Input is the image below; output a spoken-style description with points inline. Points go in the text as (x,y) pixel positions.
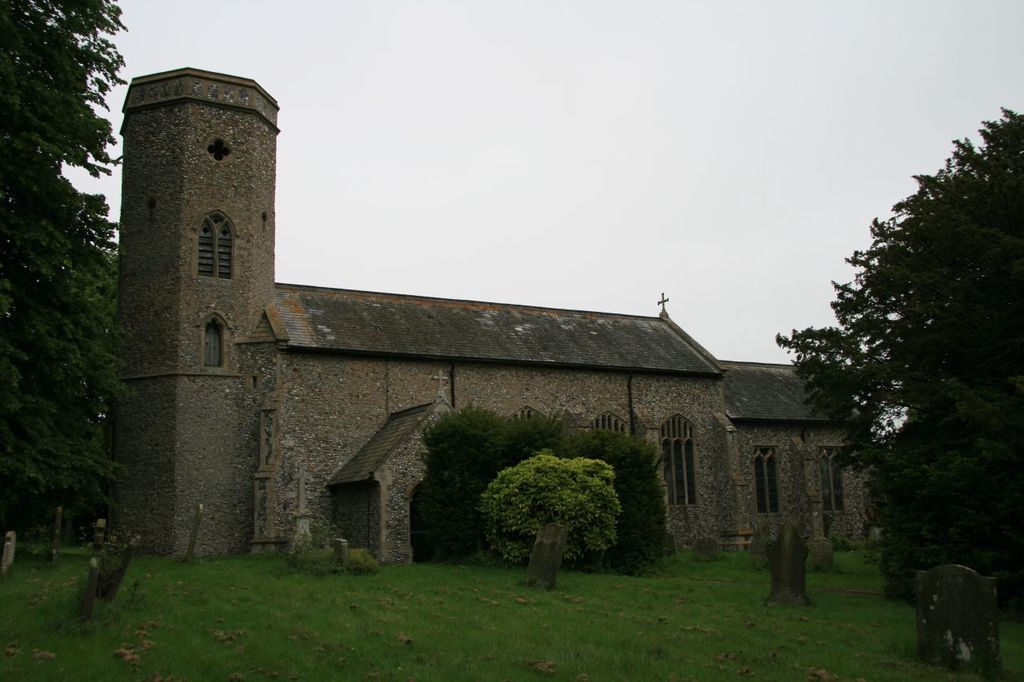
In this image we can see the church (700,502), trees (1006,311), grass (484,569) and also the graveyard stones (931,604). We can also see the sky (555,51) at the top (619,72).
